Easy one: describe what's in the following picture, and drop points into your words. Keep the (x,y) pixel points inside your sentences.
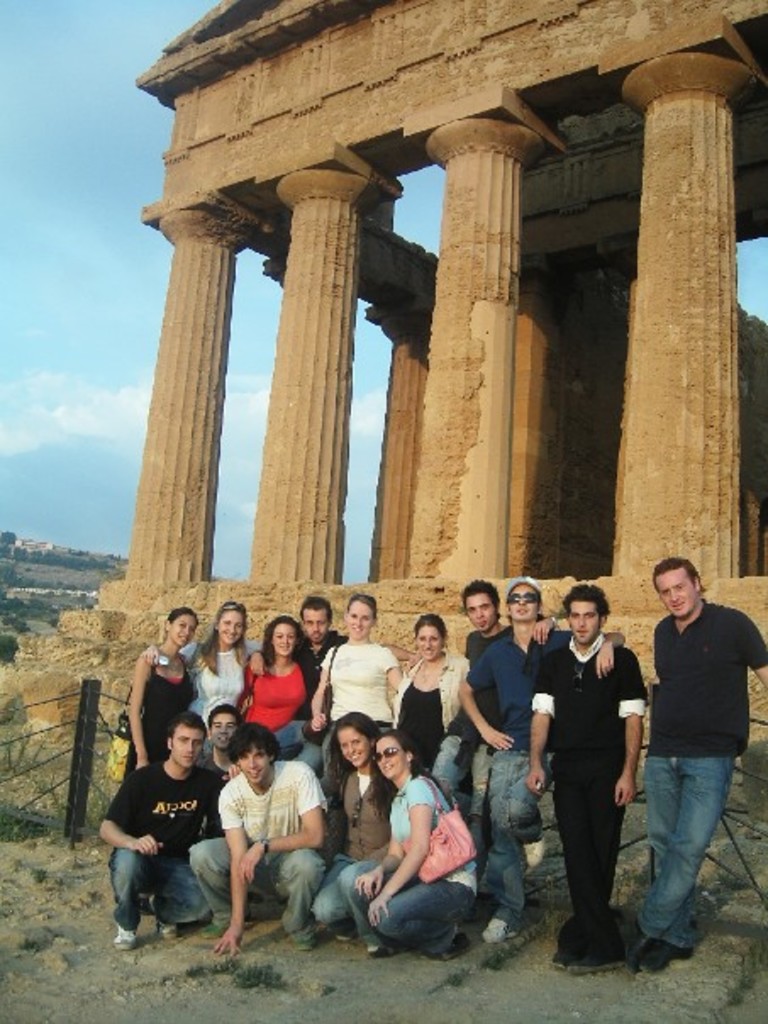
In this image we can see a group of people (485,597) standing. We can also see some people (111,822) sitting on their knees (290,866) on the ground (252,925). On the backside (73,427) we can see a monument (321,365), trees (36,615), buildings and the sky (96,498) which looks cloudy.
